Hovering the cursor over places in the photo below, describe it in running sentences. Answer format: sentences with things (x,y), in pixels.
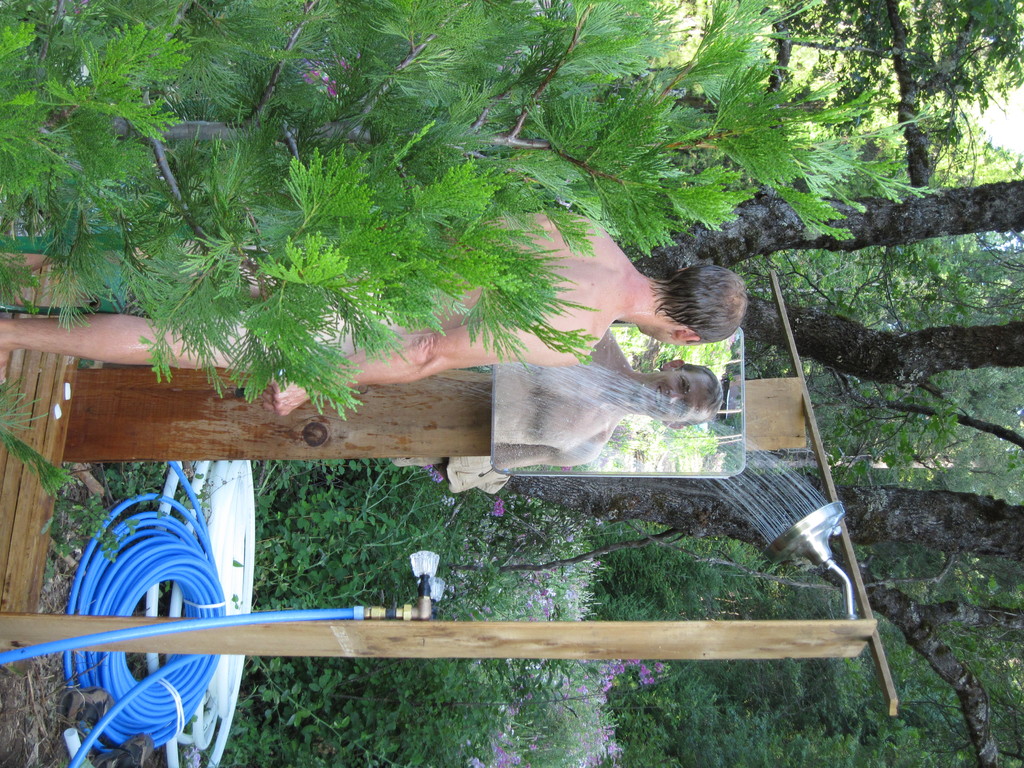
In this image we can see a person (595,368) looking in the mirror (614,400), there are trees (616,504), plants (488,572), pipe (355,612), tap (419,618), there are poles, and water (776,524) coming from the shower (830,515).
